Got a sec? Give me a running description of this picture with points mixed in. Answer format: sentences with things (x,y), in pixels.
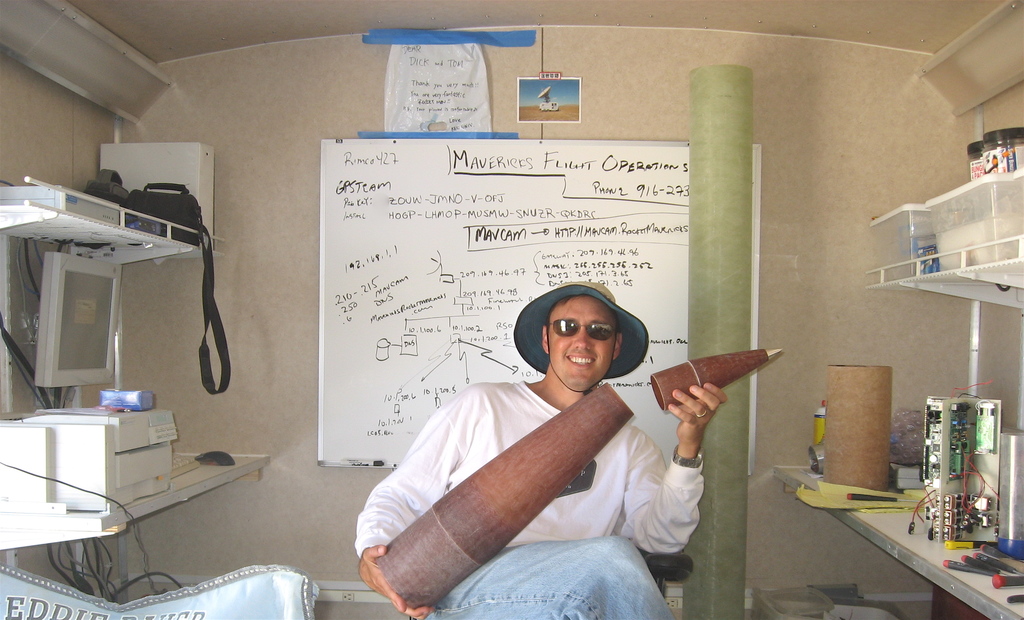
In the picture we can see a man (576,597) sitting on the chair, wearing a white T-shirt (649,488) and holding some rocket nose cone (746,367) in two pieces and he is wearing a hat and black shades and smiling and behind him we can see a wall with white color board (393,439) and something written on it and besides him we can see some racks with printing machines (158,470), monitor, and some black color bag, and on the other side we can see some cylindrical structures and some electronic devices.
